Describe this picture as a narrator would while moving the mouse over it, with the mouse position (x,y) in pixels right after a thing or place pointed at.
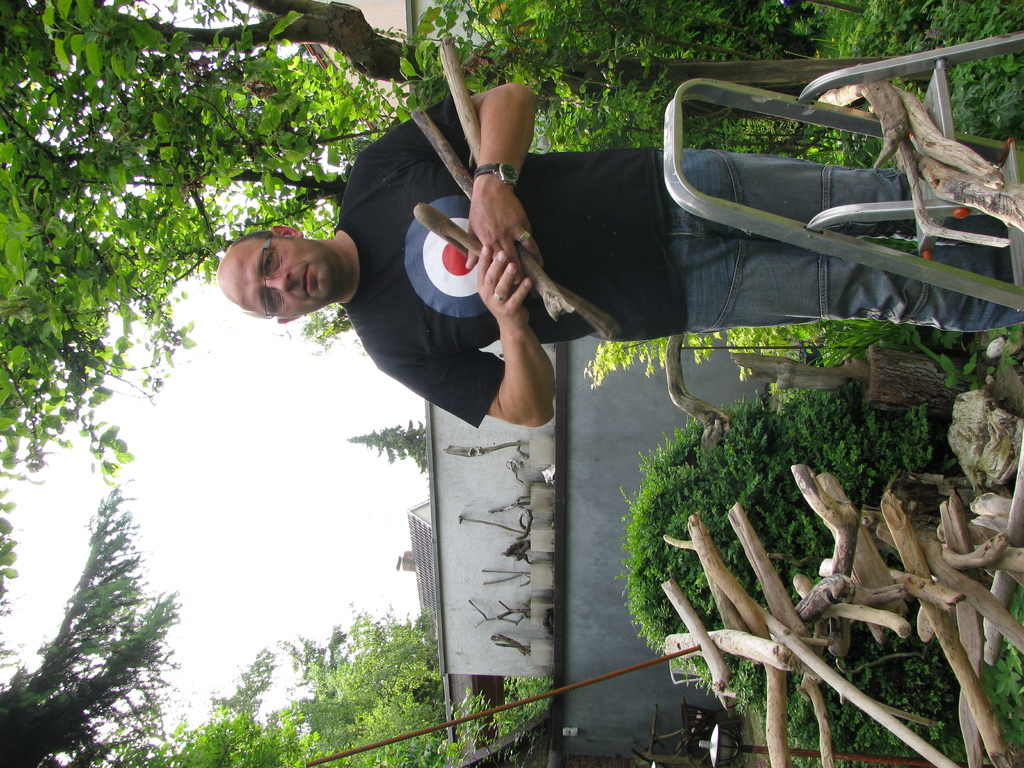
In this picture there is a man (539,170) in the image, by holding wooden sticks (454,87) in his hands (502,234) and there are trees (473,56) around the area of the image.
